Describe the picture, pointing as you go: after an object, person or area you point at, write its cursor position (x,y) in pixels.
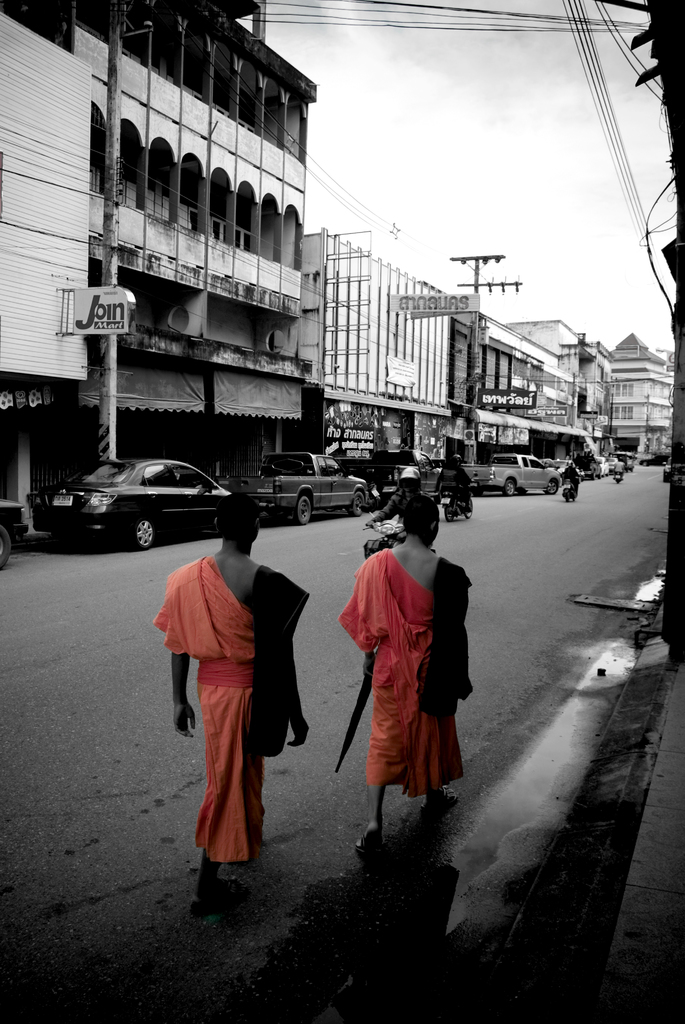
In the foreground of this image (342,728), there are two persons (417,771) walking beside to a road (327,933) and in the background (269,413), there are buildings (271,291), vehicles (109,511), poles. On top (598,38), we can see cables (591,52) and the sky (510,140).
